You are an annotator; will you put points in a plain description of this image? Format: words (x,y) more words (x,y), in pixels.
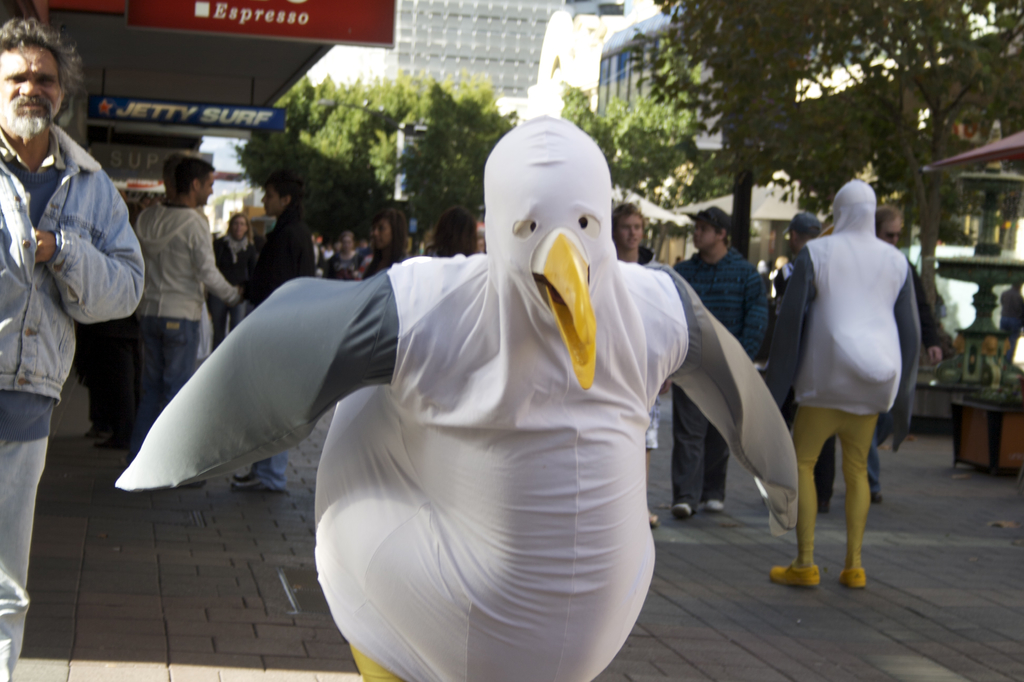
In this image we can see some group of persons (17,278) standing and we can see two persons (721,419) wearing different costumes (759,414) and standing in public and in the background of the image (500,136) there are some trees (568,113), buildings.
